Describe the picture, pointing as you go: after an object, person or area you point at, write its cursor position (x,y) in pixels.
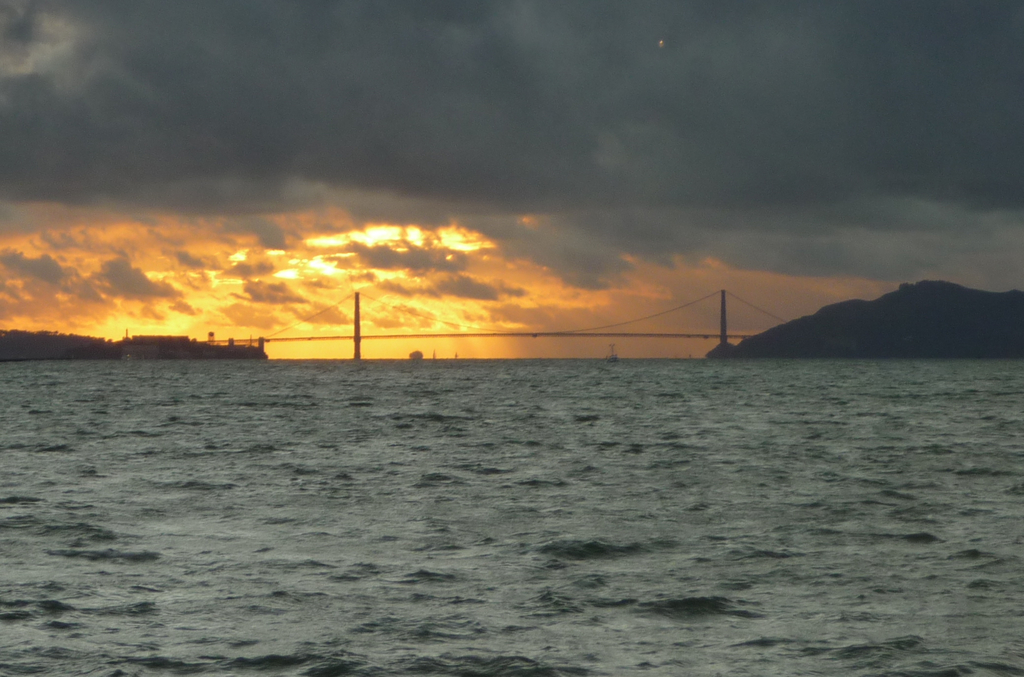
In this image we can see a lake (550,474). There are few hills (936,321) in the image. There is a bridge (359,325) in the image. There is a cloudy sky (620,163) in the image. There are few buildings (237,347) in the image.
